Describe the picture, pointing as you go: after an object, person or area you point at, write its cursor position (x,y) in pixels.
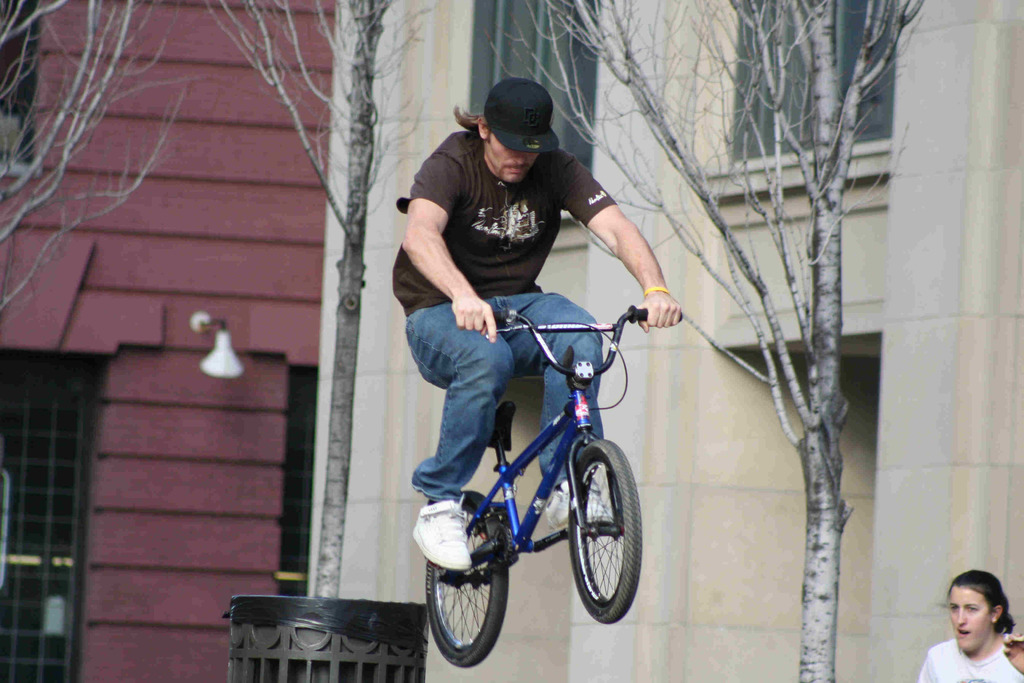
in this picture we can see a man (502,262) wore cap (504,92), shoes (435,527) holding bicycle (543,350) with his hand (492,322) and he is on air and beside to him we can see trees (693,168), building (707,161) with windows (592,54), wall (761,410), bin (254,633) and woman (985,597).
